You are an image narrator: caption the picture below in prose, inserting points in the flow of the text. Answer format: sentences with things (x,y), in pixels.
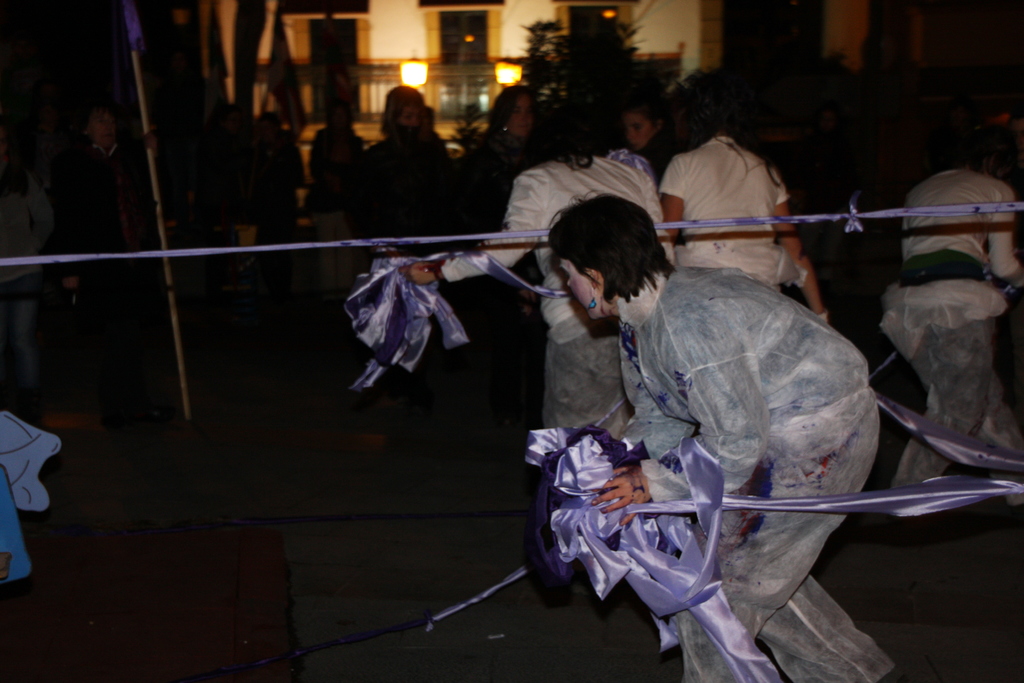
On the right side (845,462) a woman (676,464) is walking by holding the ribbon (733,504), she wore coat (769,401). In the middle (545,304) few persons (545,253) are walking there are lights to the building (472,45) in this image.
